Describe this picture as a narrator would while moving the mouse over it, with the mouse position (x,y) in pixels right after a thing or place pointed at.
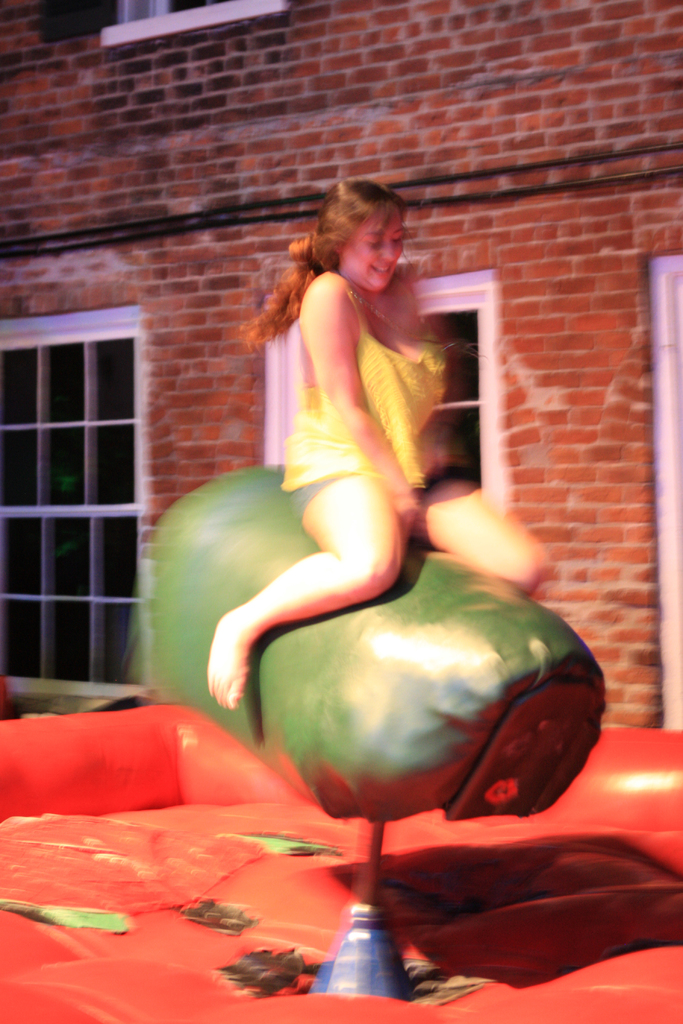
This image consists of a woman (360,589) sitting on a green color object (312,670). At the bottom (59,827), it looks like a trampoline (190,896). In the background (280,193), there is a wall (300,93) along with windows (129,545).
